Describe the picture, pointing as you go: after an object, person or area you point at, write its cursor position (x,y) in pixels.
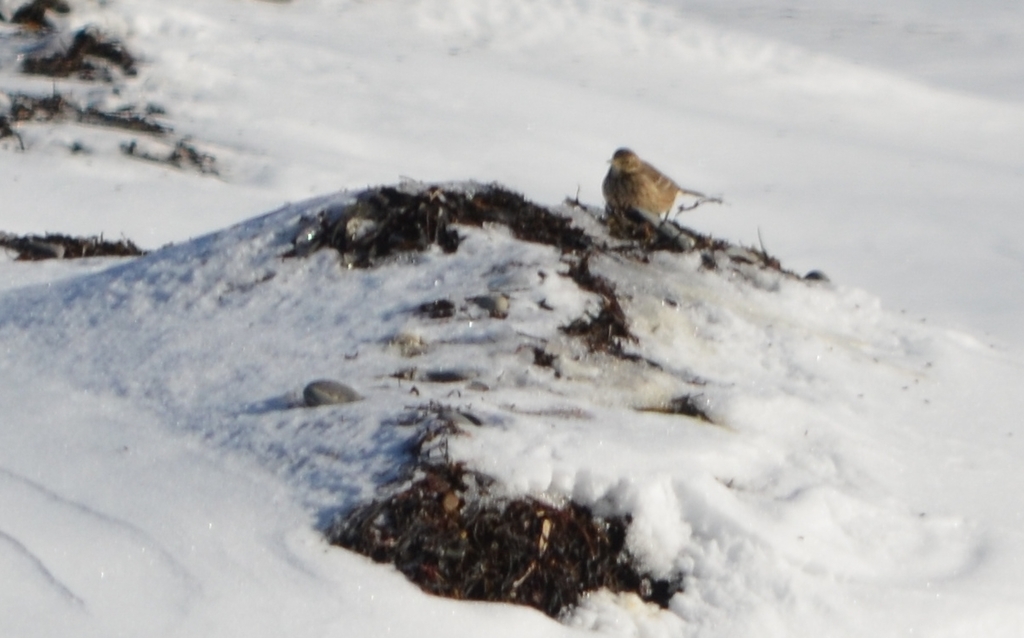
In this image in the front (538,496) there is snow (759,521) on the ground (667,532) and in the center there is a bird (625,198). On the left side (68,65) there are objects (67,118) which are black in colour.
